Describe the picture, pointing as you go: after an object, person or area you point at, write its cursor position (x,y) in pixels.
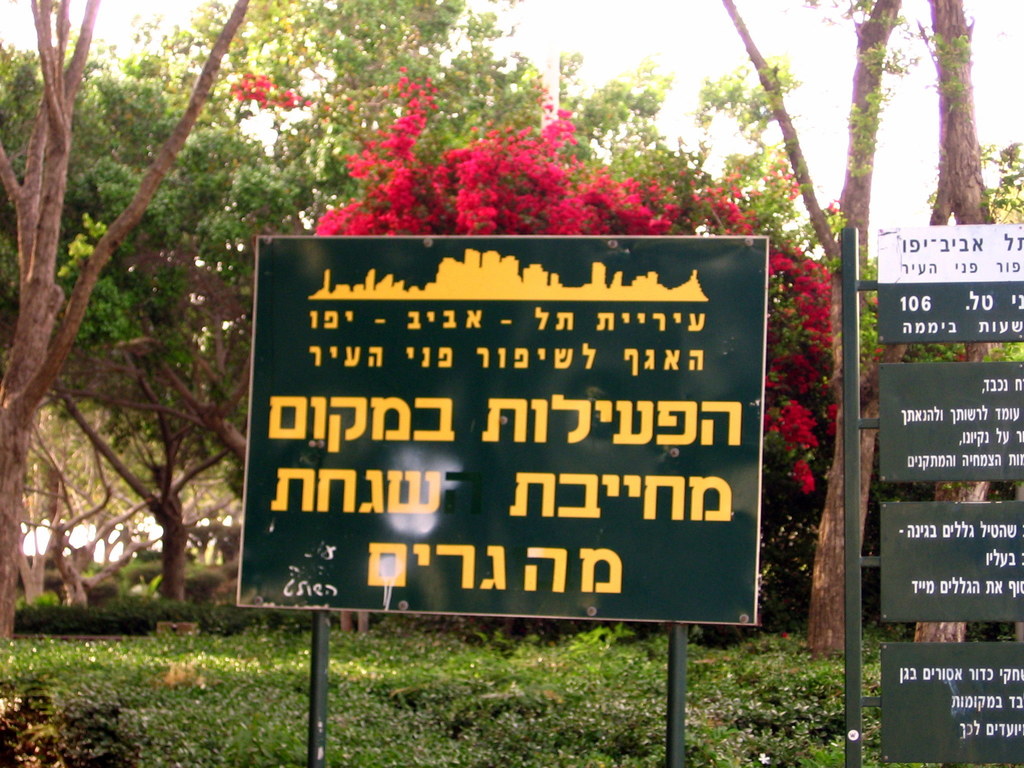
In this image I can see few green colour boards (552,442) and on these boards (662,495) I can see something is written. In the background (10,472) I can see number of trees (68,161) and here I can see red colour flowers (404,178).
